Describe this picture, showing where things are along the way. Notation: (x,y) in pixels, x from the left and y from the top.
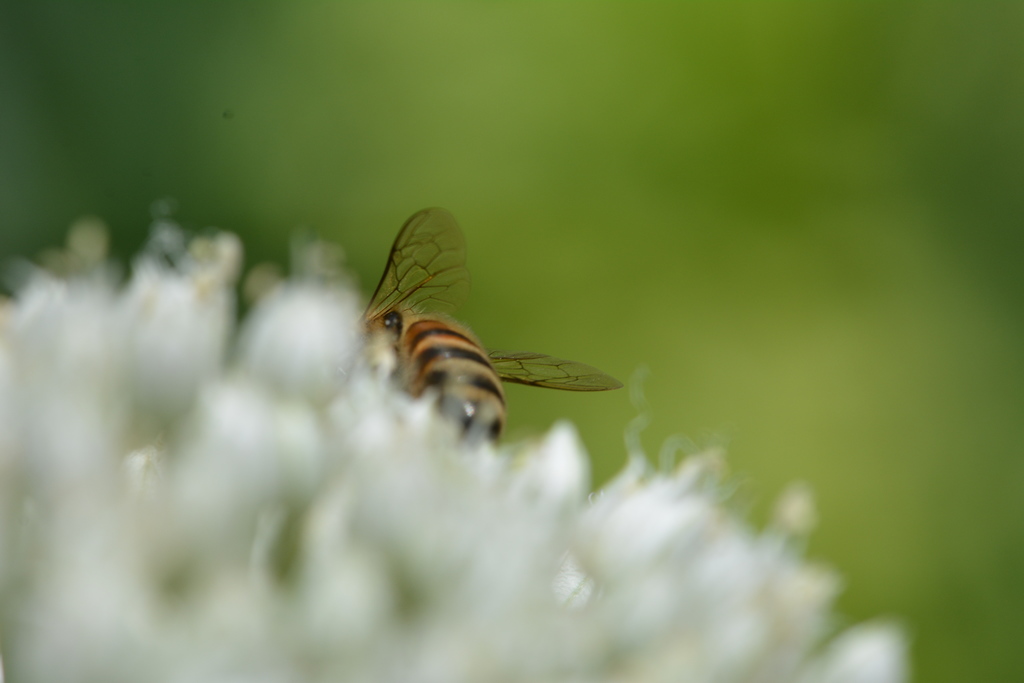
In this image there is an insect (464,348) on a flower (403,483).
